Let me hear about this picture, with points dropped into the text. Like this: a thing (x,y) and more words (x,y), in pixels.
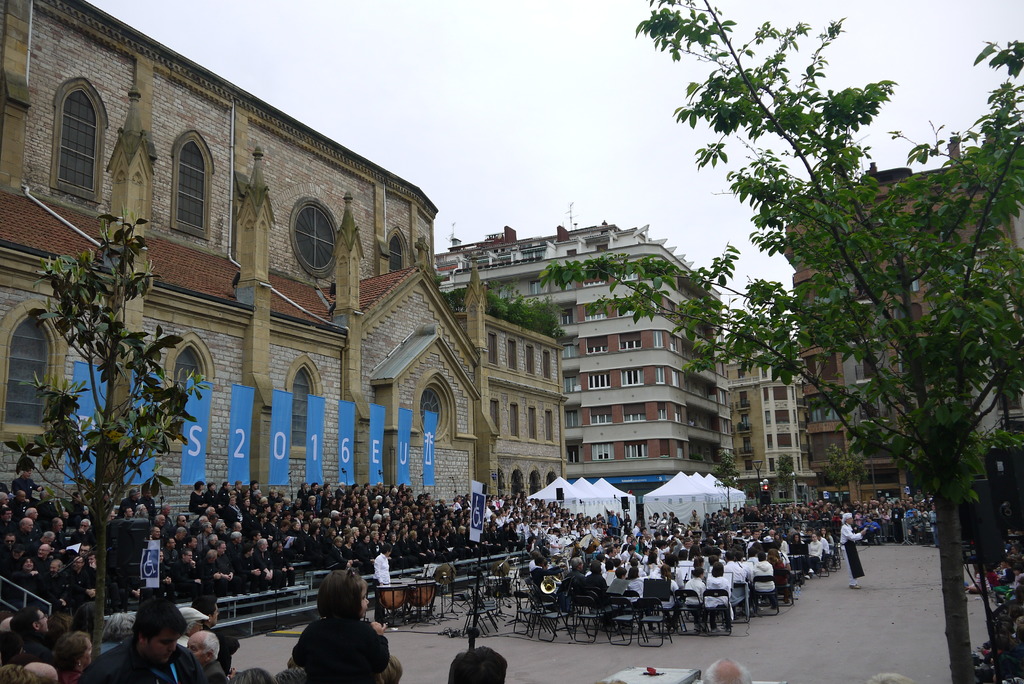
In this image we can see a group of people (405,544) sitting in the chairs (483,595). We can also see a building (384,458) with windows (634,381), plants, trees (873,346), road (811,627), a person (859,575) standing and the sky (578,105).
